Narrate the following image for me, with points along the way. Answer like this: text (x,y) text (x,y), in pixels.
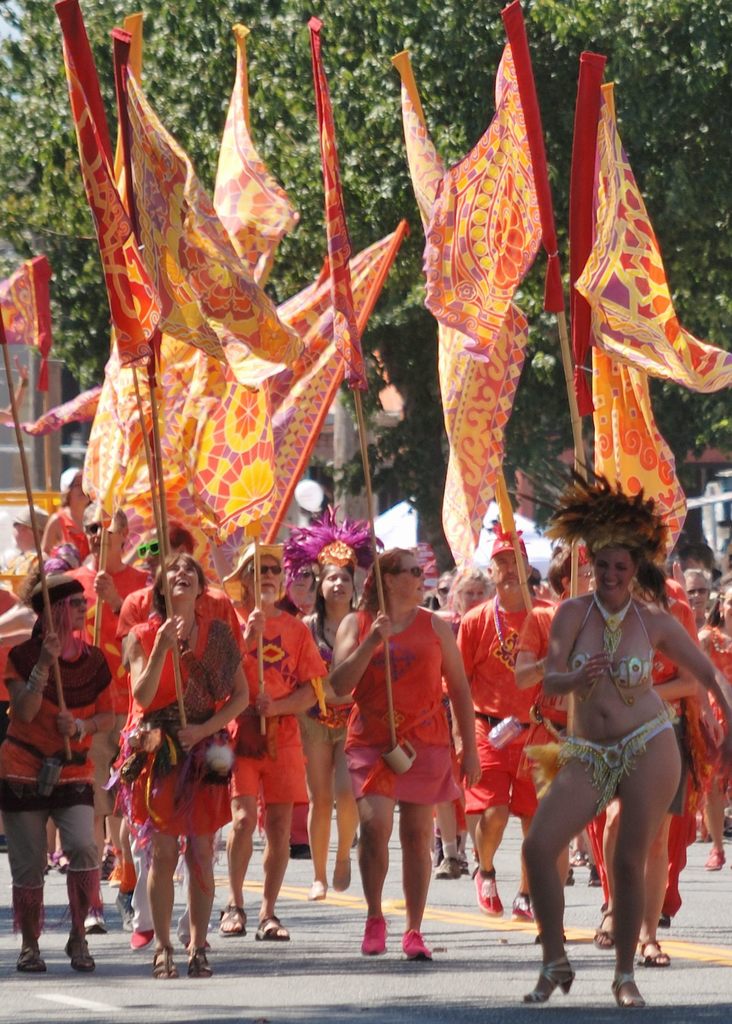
In this image we can see a few people (369,694) on the road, some of them are holding flags (293,462), there are some mugs (408,761), also we can see a tree (400,489).
